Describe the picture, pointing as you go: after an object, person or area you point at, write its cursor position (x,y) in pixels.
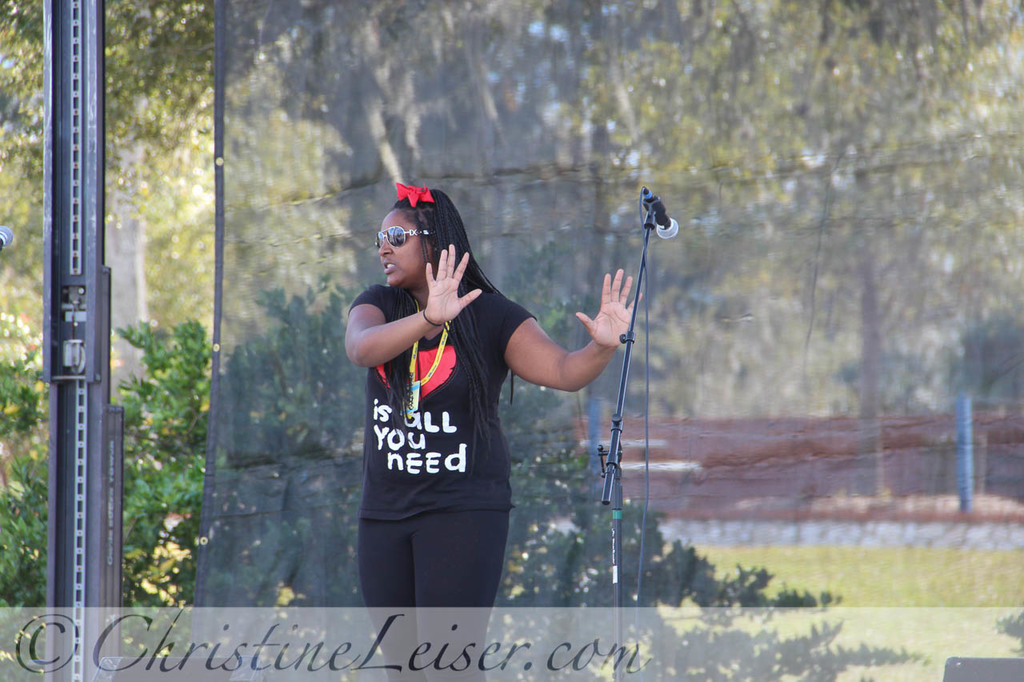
In the image we can see a woman (391,387) standing, wearing clothes (442,412), spectacles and identity card (415,350). Here we can see a microphone (657,198) and cable wires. Here we can see trees (181,43), grass (843,558) and watermark (281,659) at the bottom of the image (343,659).
